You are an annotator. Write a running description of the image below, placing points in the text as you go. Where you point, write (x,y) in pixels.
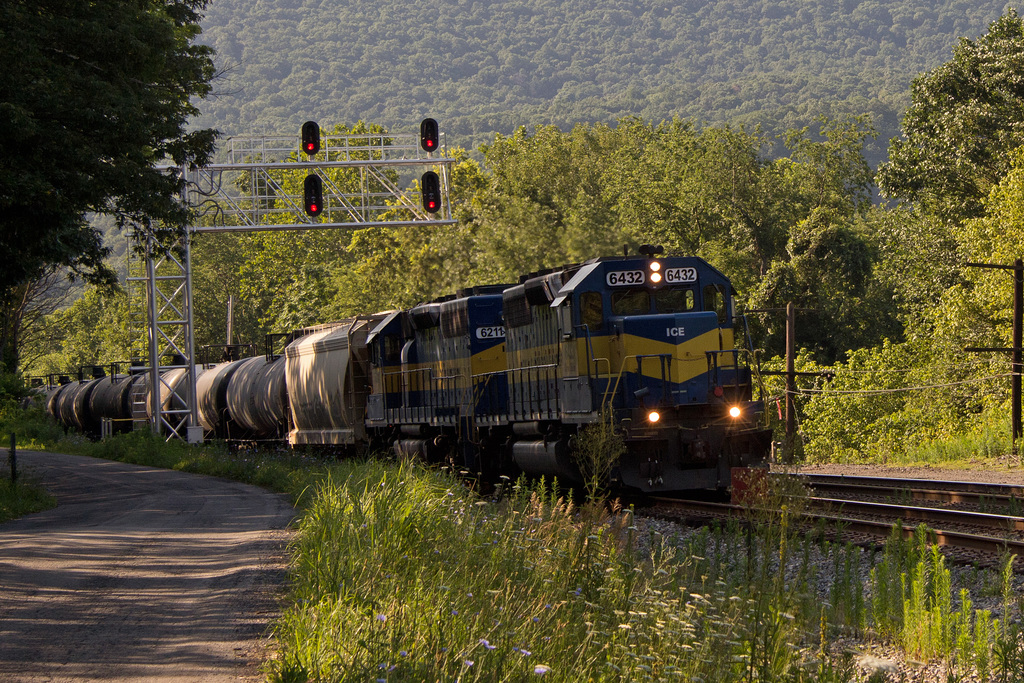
In this picture we can see grass (741,582), plants (999,654), flowers (675,618), stones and train (648,318) on railway track (885,515). On the left side of the image (138,186) we can see tree (88,235). We can see traffic signals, rods (180,334), and poles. In the background of the image (814,232) we can see trees (641,125).
